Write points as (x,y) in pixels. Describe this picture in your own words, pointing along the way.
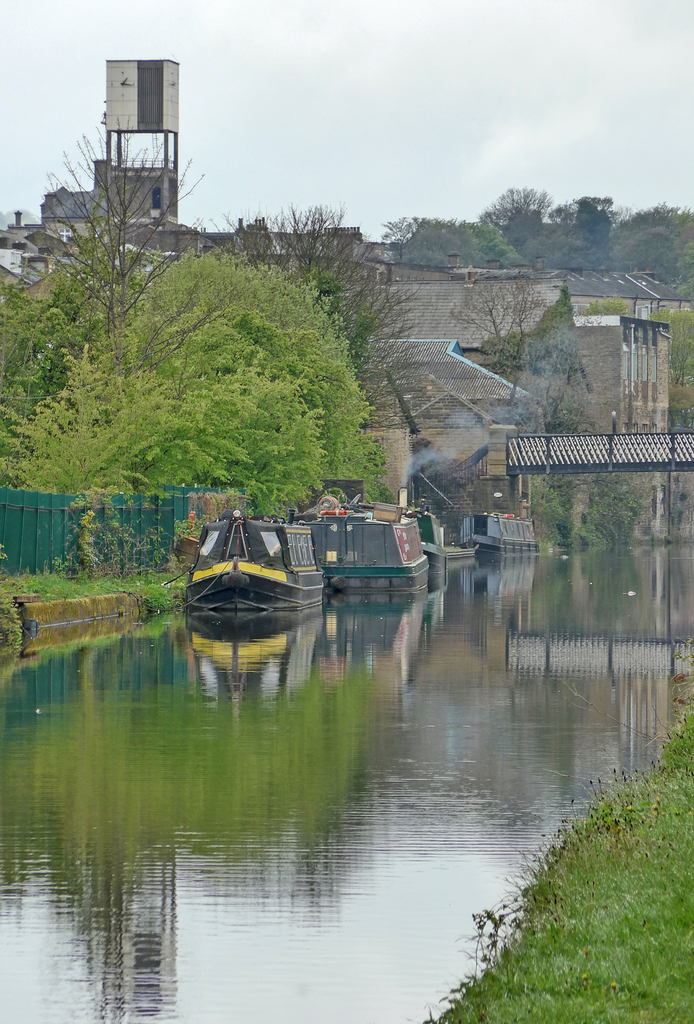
In this image, we can see few boats (402,579) are above the water (464,598). On the right side (639,827), we can see a grass (625,869). Background (674,480) there are so many trees (545,405), houses (641,423), plants (281,486), fencing (8,537), walls (433,510) and bridge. Top of the image (448,124), there is a sky (402,142).
